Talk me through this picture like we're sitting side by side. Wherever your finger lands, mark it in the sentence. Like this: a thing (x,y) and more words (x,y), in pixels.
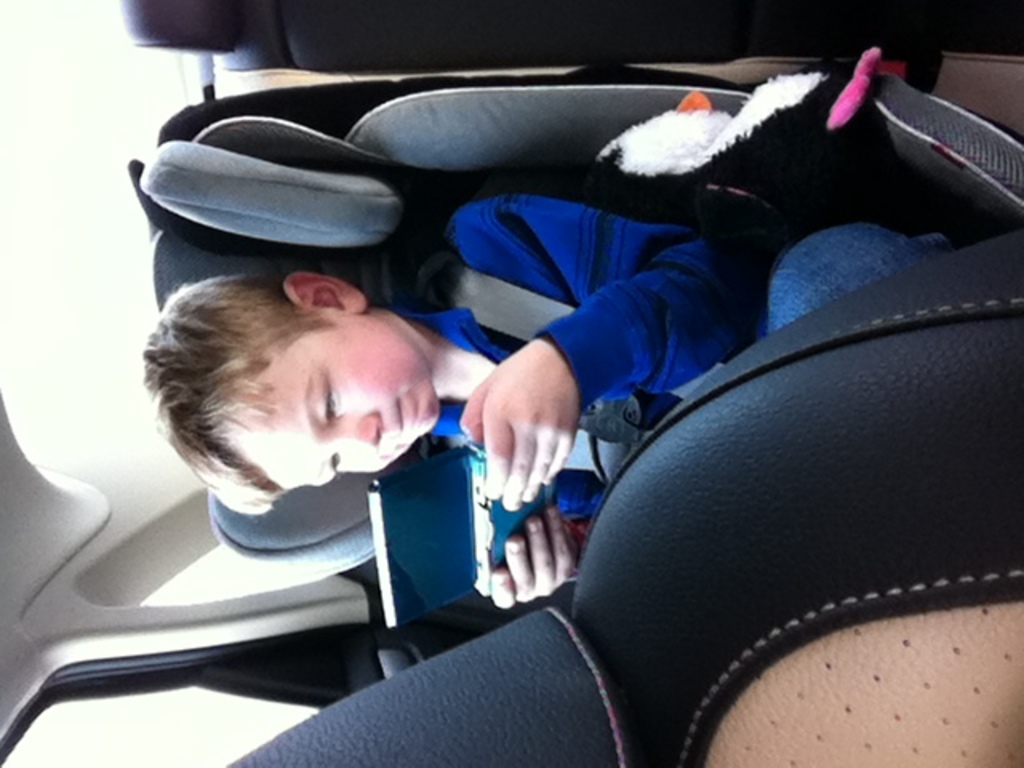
In this image I can see inside view of a vehicle (555,313) and I can also see a boy (351,297) is sitting on a seat (256,243). I can also see he is holding an electronic gadget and I can also see he is wearing blue colour dress (521,265) and jeans (805,266). I can also see this is an inverted image and on the top right side of this image (821,104) I can see a black and white colour thing (713,143).
